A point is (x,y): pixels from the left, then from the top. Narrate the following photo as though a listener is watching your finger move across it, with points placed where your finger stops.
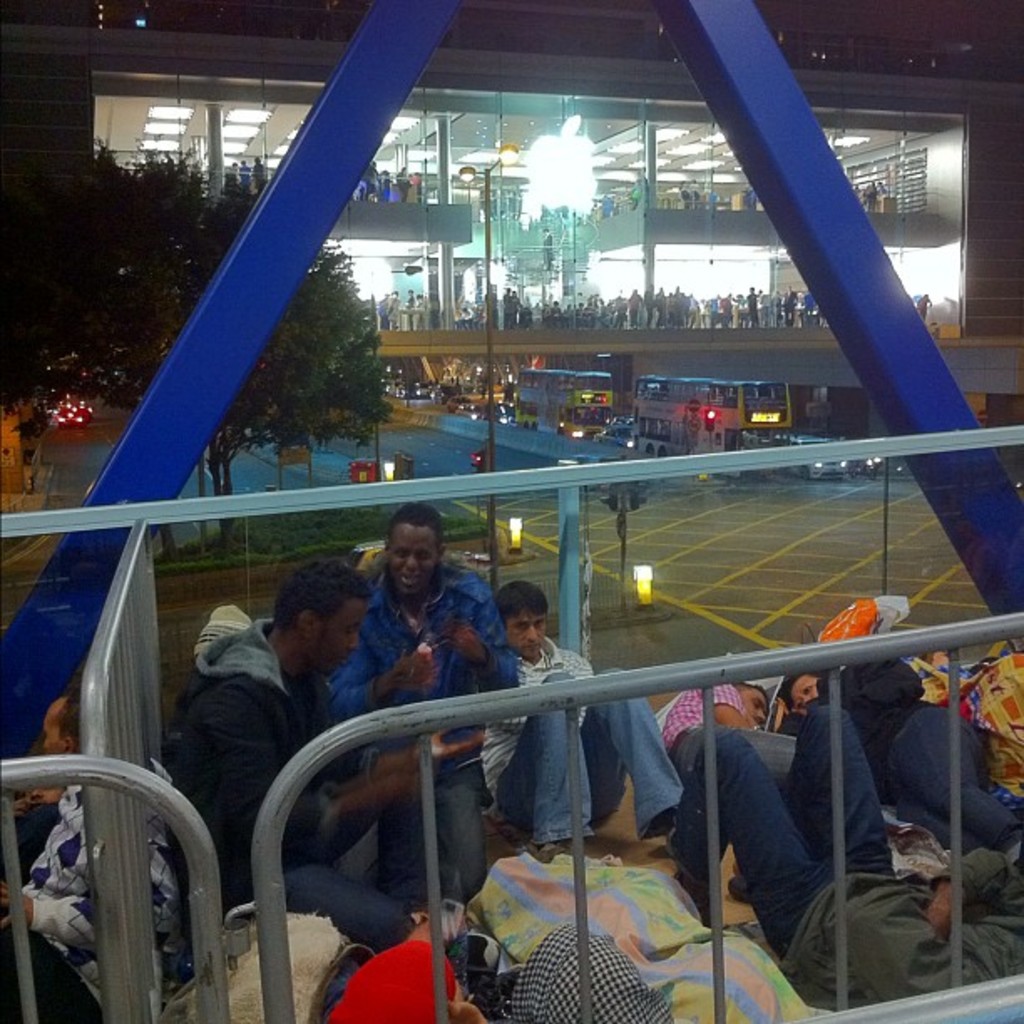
In this picture there are some people (542,719) sitting and laying on the floor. I can observe a railing (109,865). In the background (665,221) there is a building (623,255) and I can observe some people (660,307) in the building (559,299). There are some buses (548,407) on the road (381,450). On the left side (104,365) there are some trees (141,357).
